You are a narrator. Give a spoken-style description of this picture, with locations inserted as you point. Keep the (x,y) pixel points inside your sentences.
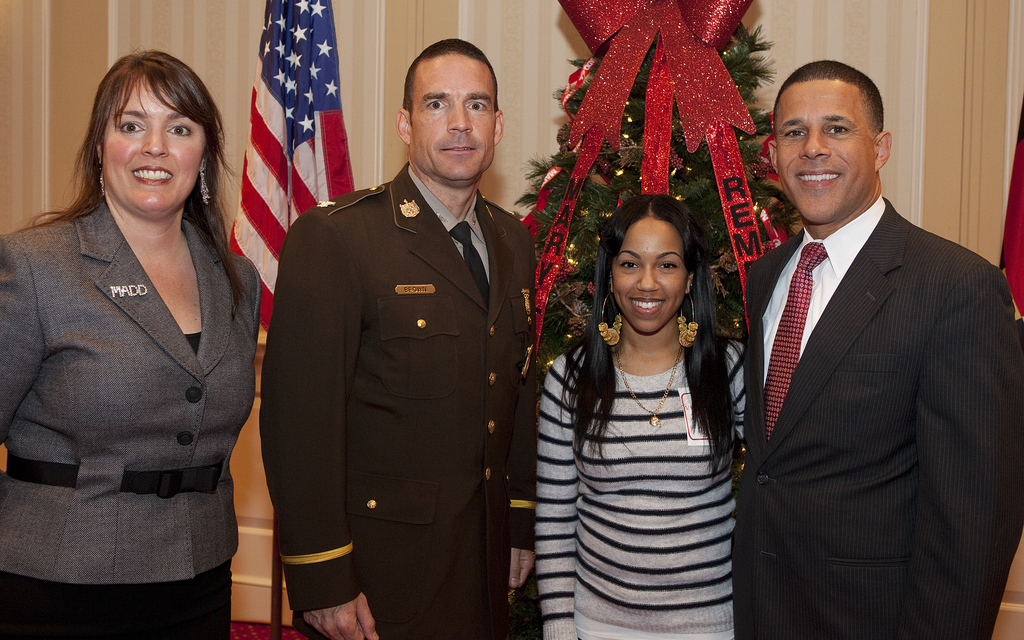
In this image there are four people (520,362) standing with a smile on their face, behind them there is a Christmas tree (568,93) and a flag (315,105), behind that there is a wall (509,77).
